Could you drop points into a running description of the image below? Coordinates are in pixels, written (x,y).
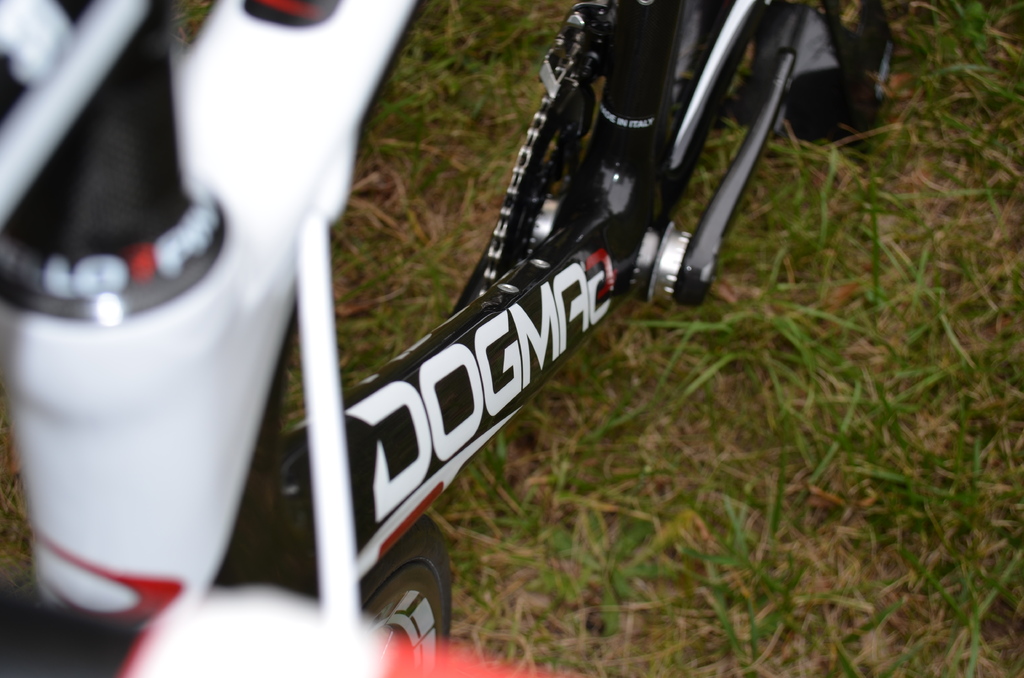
In this image there is a bicycle (620,110) on the grassland (693,463). There is some text (506,360) painted on the bicycle (506,243).
